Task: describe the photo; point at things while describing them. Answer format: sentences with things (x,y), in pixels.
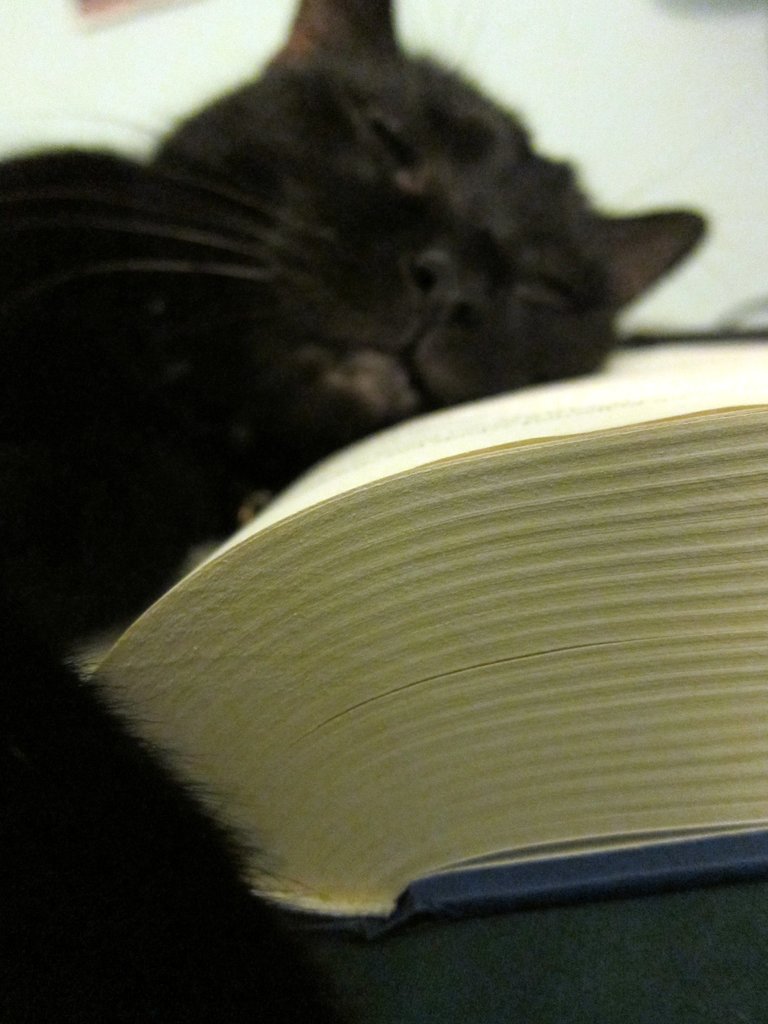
In this image I can see an animal (345,257) sleeping on the book (565,619) and the animal (343,257) is in black color.
